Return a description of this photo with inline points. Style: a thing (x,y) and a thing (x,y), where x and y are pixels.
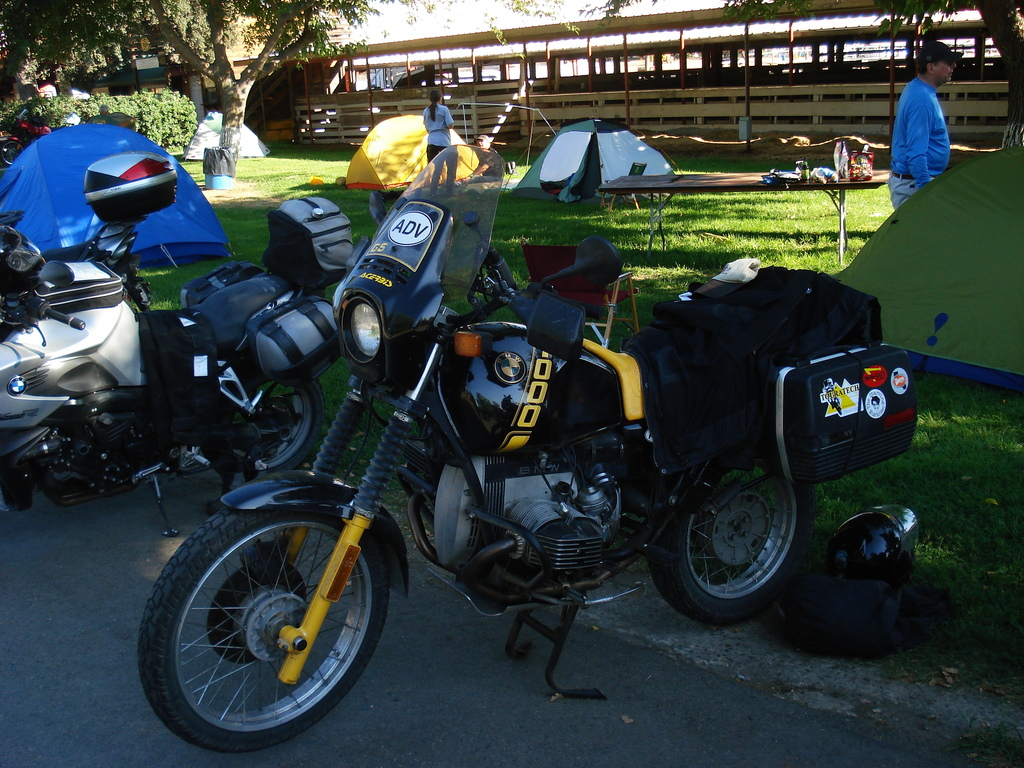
In this image there are vehicles (332,362) on the road (946,740). In the background (748,161) there is grass (537,212) on the ground (288,149) and there are tents (639,153) and there are trees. There is a fence (955,113) and there are persons (897,159) standing.
